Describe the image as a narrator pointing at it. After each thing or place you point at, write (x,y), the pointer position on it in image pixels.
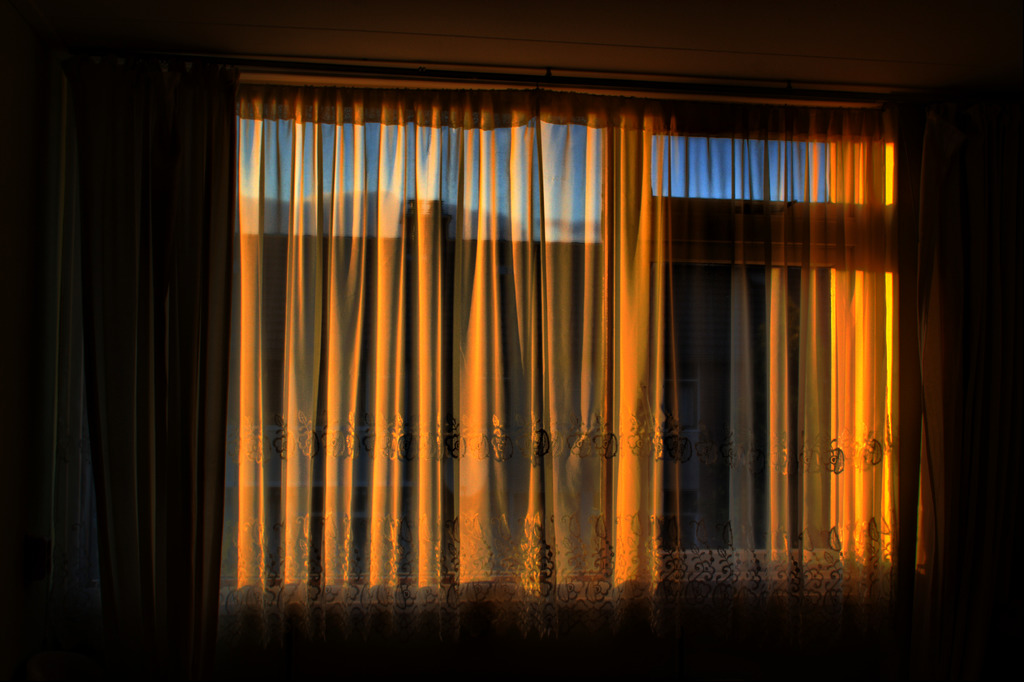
In this image we can see window (799,307) and curtain (418,416).
